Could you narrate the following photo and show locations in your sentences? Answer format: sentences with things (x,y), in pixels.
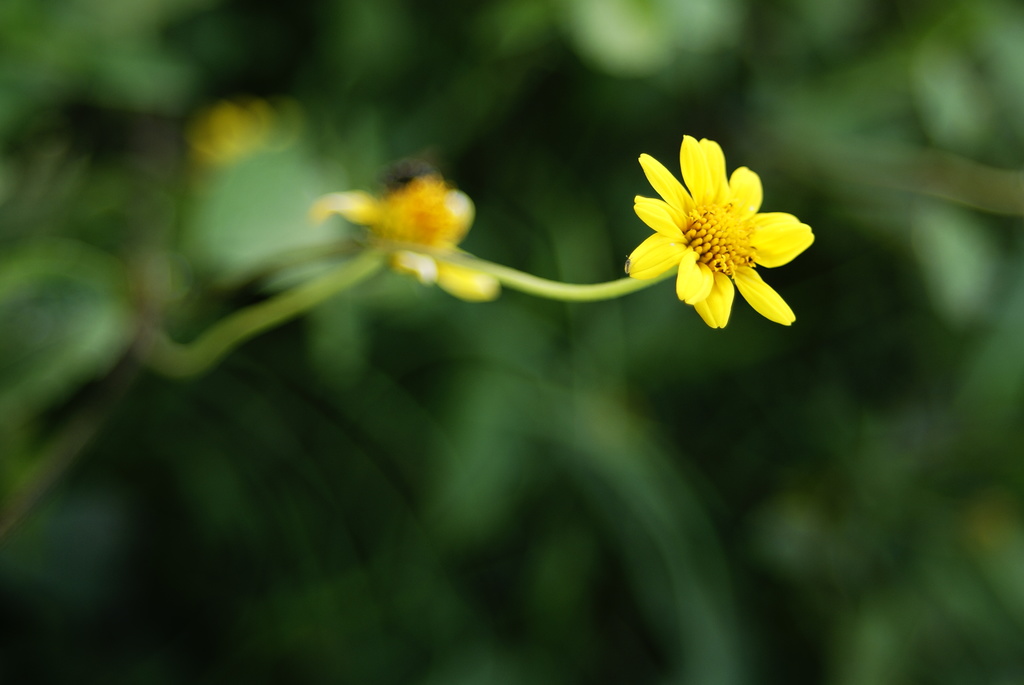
In this image I can see two yellow color flowers (662,236) to the stems (531,281). In the background (521,411) I can see the green color leaves (207,507).
